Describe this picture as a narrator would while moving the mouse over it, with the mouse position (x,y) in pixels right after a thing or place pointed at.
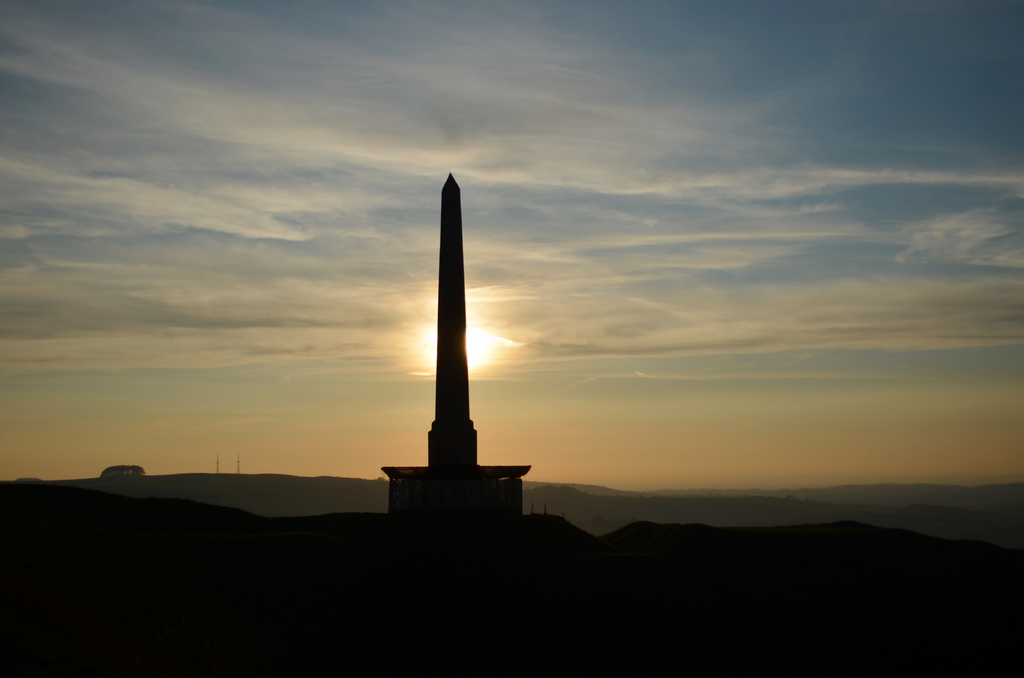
In the center of the image (454,436), we can see a tower (434,434) and there are hills (71,544). In the background (193,290), there are clouds (628,185) in the sky (623,370) and we can see sunset (518,373).
